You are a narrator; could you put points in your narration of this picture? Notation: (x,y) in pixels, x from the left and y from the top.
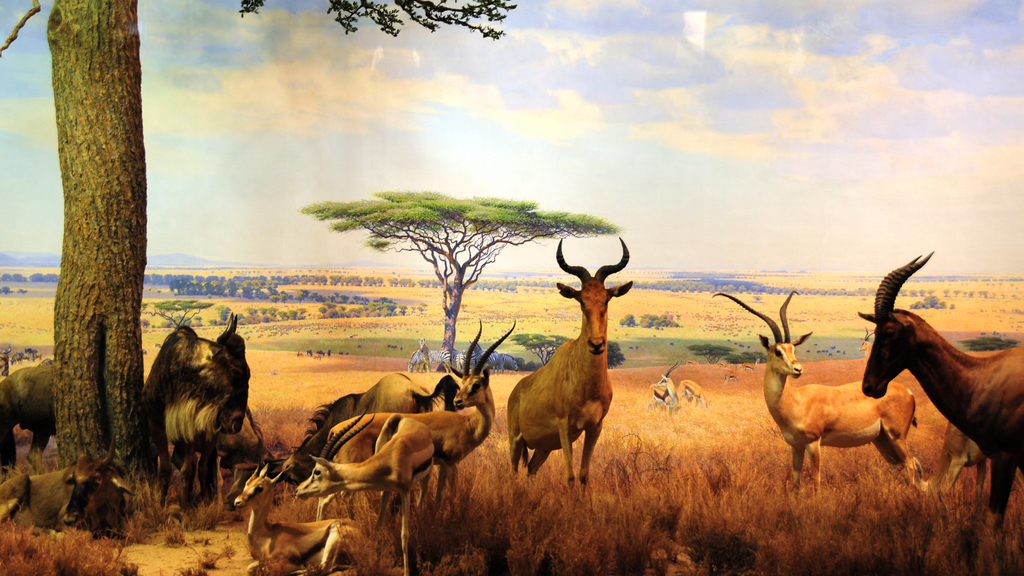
This looks like an edited image. I can see different types of animals (200,404). This is the dried grass (619,445). I can see the trees (204,288). These are the clouds (622,128) in the sky (829,121).
